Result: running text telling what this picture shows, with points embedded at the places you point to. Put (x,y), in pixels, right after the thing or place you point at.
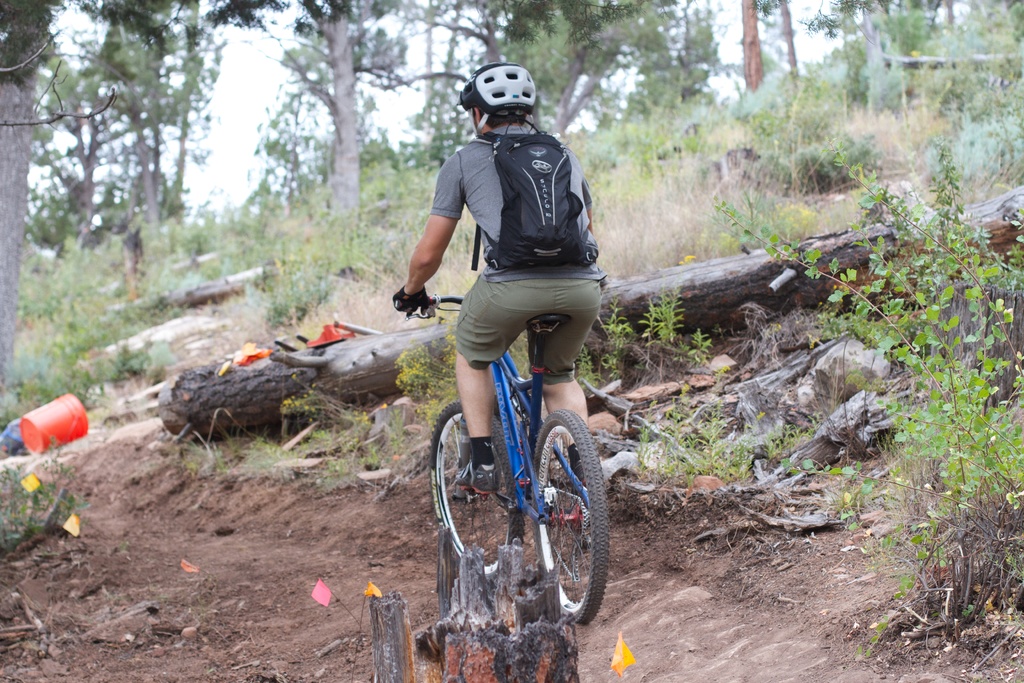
There is a person (584,273) riding a bicycle (527,381). Here we can see plants (668,315), grass (386,280), and trees (149,58). In the background (261,42) there is sky (199,185).
